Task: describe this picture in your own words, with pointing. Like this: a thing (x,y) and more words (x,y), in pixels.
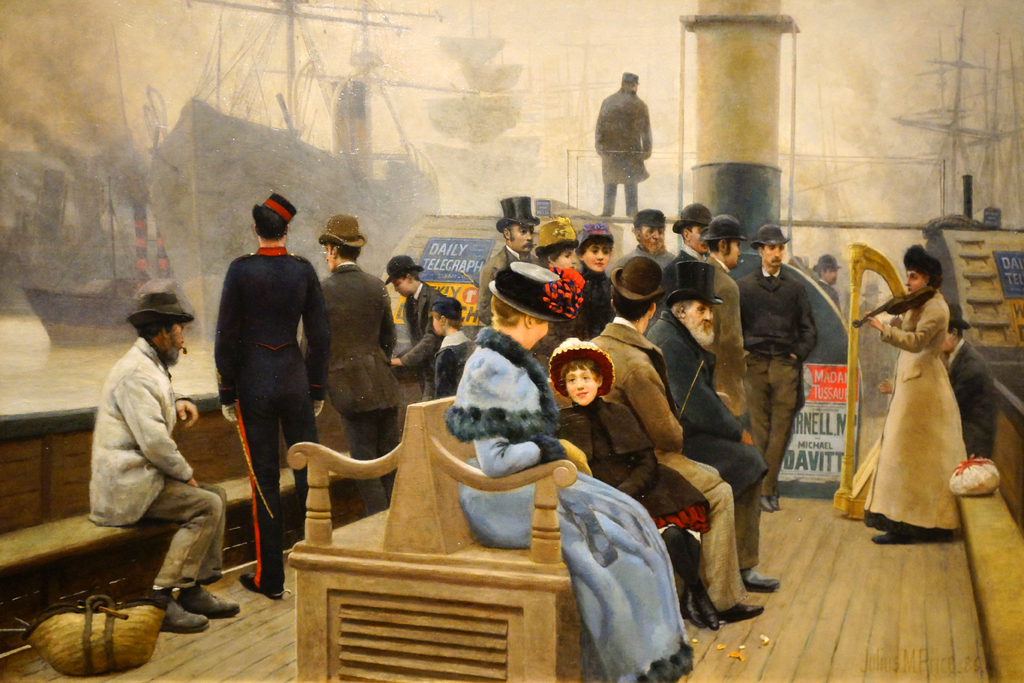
In this picture I can see there is a painting (440,399) and there are few people (595,492) sitting here on the bench (492,603) and some of them are standing and there is a person (912,440) standing and playing musical instrument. In the backdrop (284,161) there is a ship (302,201) and they are sailing in the water (44,376).
